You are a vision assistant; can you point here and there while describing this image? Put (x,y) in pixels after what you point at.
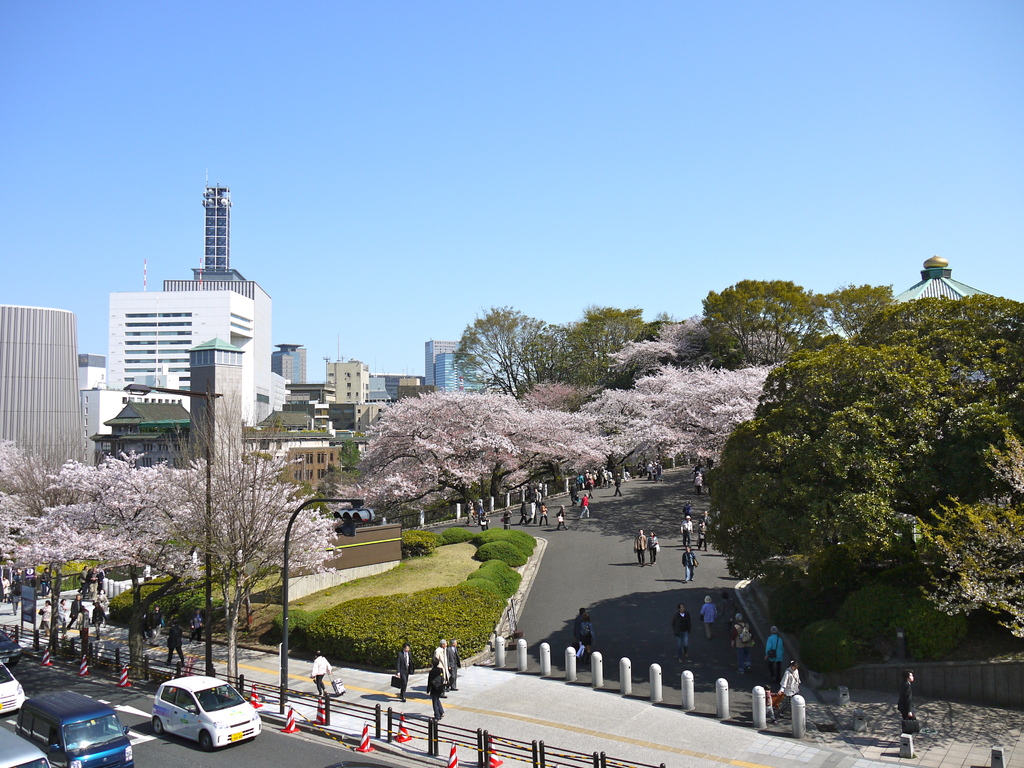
This image is clicked from a top view. There are roads (278,743) in the image. At the bottom (125,735) there are cars (105,714) moving on the road (261,742). Beside the road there is a walkway (459,708). There are cone barriers (294,710), traffic signal poles (358,510) and a few people (452,663) walking on the walkway (560,685). Behind them there are hedges (406,594). In the background (464,432) there are trees (861,431) and buildings (368,381). At the top (510,159) there is the sky (584,113). To the right (683,609) there are a few people (705,606) walking on the road (732,587).
